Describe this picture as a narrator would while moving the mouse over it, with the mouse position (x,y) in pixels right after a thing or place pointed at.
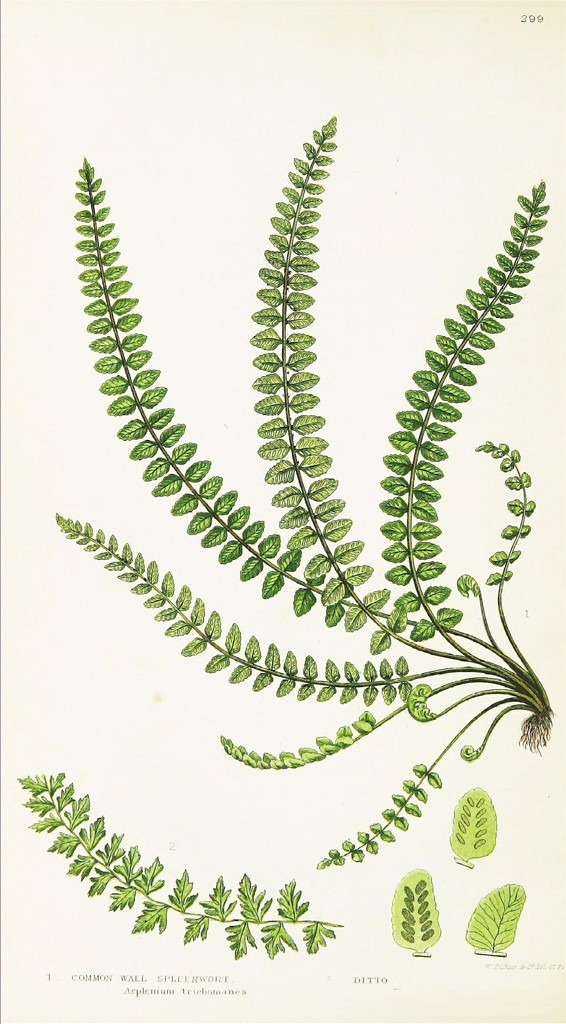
It is an edited image. In this image we can see pictures of a plant (420,702), leaves (515,921) and there is some text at the bottom of the image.
